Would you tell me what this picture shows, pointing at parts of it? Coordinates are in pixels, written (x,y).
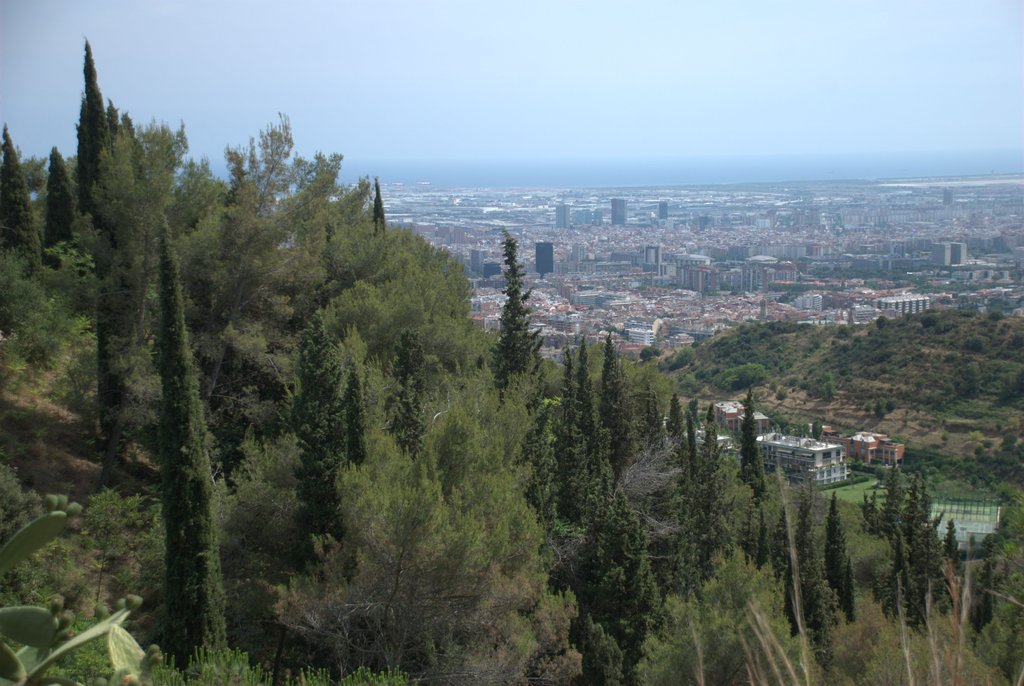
In this image, I can see the trees (629,506) with leaves (650,572) and branches (569,572). This is the view of the city (808,308) with buildings (666,298) and skyscrapers (695,279).
